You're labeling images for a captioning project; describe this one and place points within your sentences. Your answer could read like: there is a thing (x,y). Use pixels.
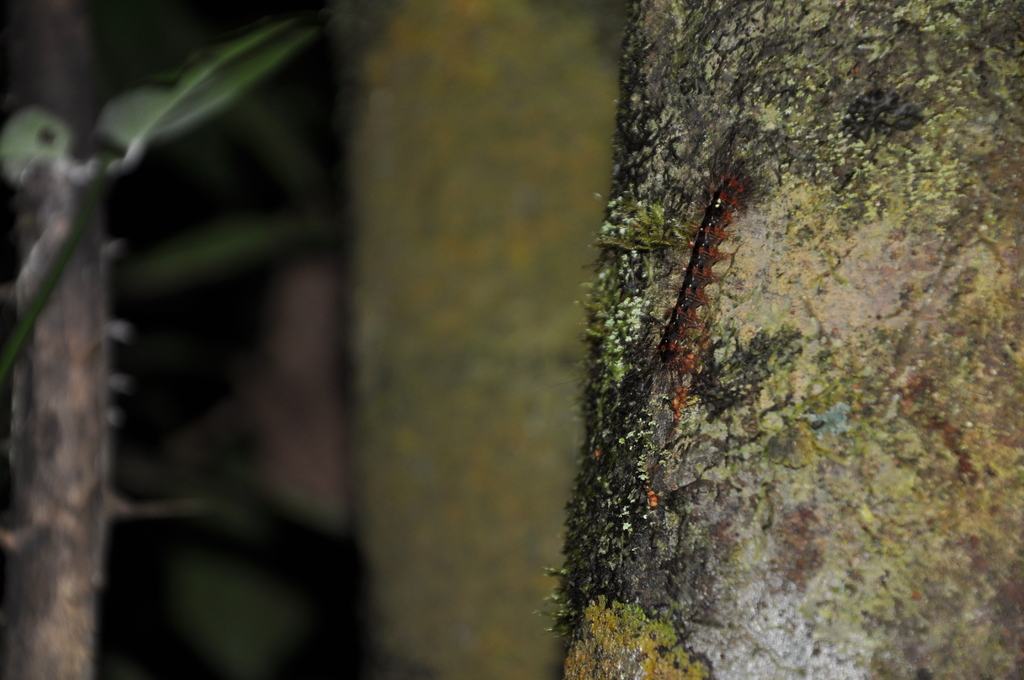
In this image I can see the trunk (709,320) and the insect (690,311) on it. Background (34,311) is blurred.
